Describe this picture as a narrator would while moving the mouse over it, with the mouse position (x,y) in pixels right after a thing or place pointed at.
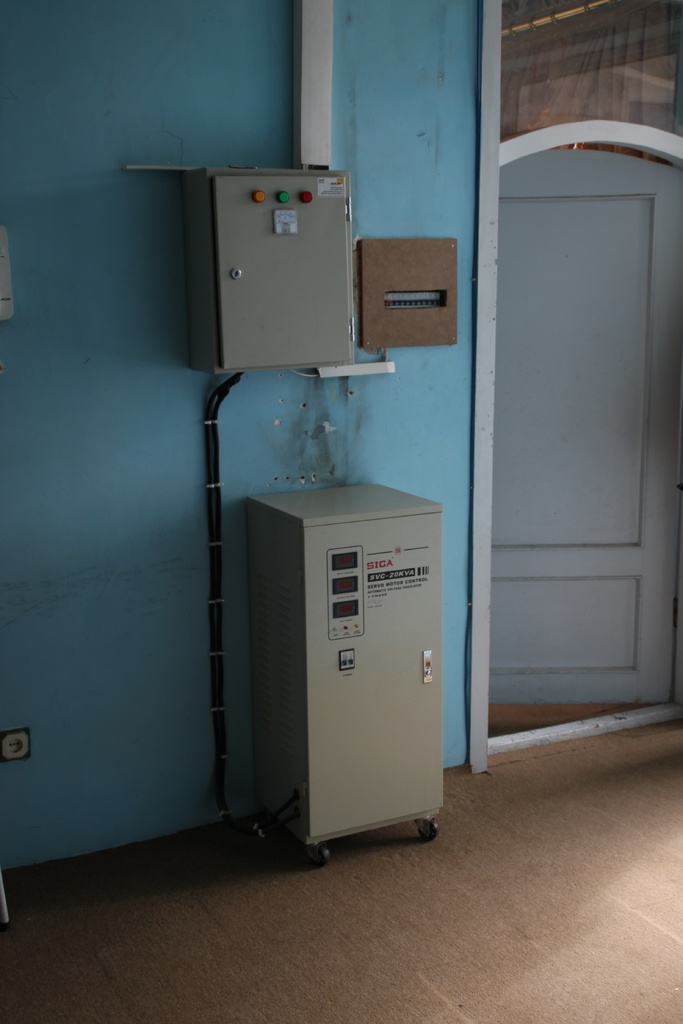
In this image there are control panel boards (337,787), wall (371,378), door (618,235).
